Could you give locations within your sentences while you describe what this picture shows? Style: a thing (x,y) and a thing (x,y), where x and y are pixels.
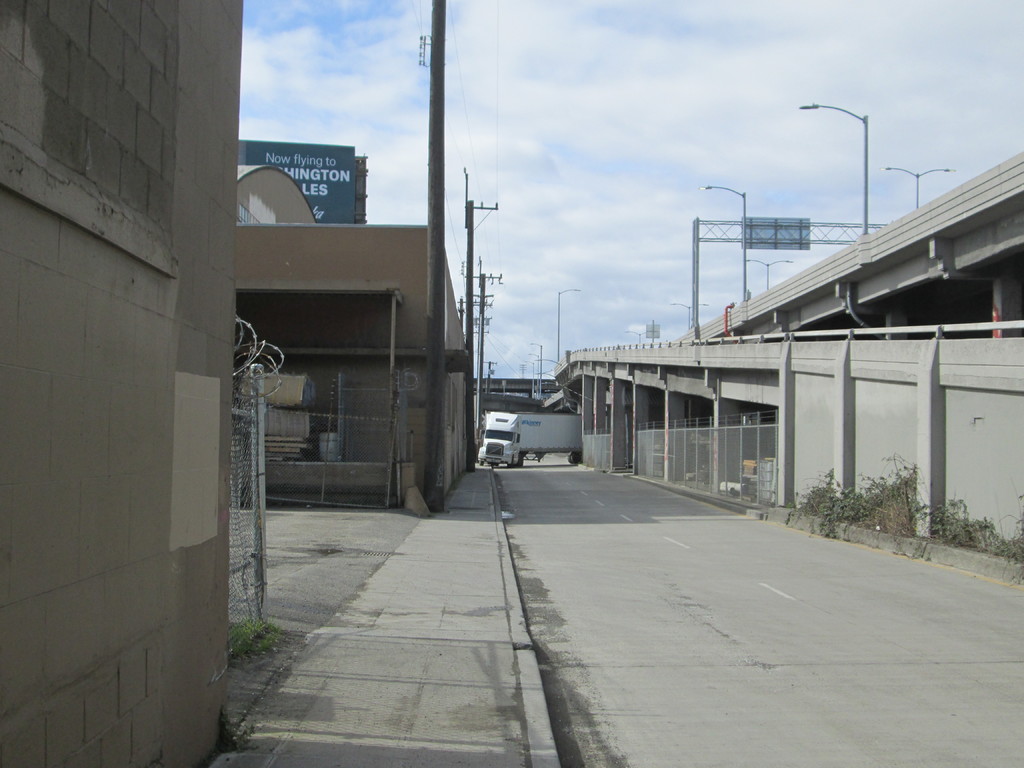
In the center of the image (567,426) there is a truck (547,440) on the road (520,526). There is a bridge (750,320) to the right side of the image (809,316). There are electric poles (438,420). There is a fencing (235,492).
